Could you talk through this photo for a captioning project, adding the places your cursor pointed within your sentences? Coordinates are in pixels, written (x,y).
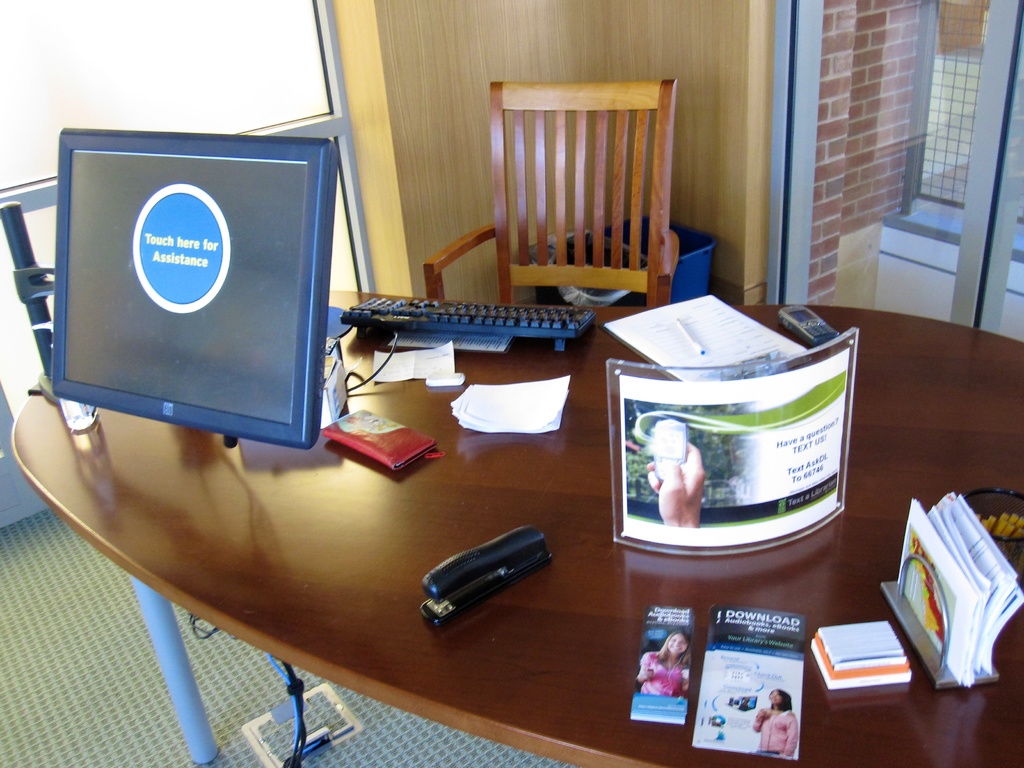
In this image I can see a table (353,471). On the table (294,509) there is a system (280,383), board (727,419), book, papers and a remote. In front of the table (361,516) there is a chair (647,138) and the window (844,179).
